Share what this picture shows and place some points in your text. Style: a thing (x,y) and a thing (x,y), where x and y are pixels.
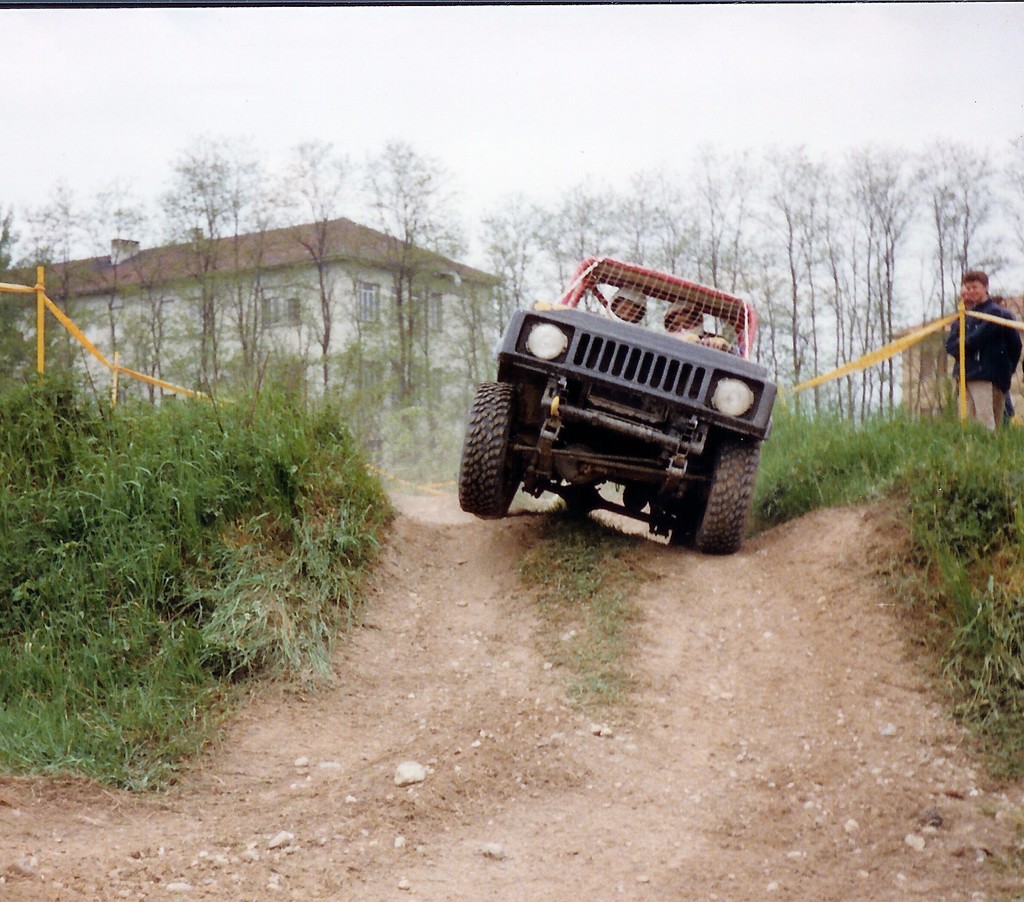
In this picture we can see people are riding vehicle (605,424) in a hill station (589,768), side we can see some grass (87,520) and behind we can see building (186,332).
